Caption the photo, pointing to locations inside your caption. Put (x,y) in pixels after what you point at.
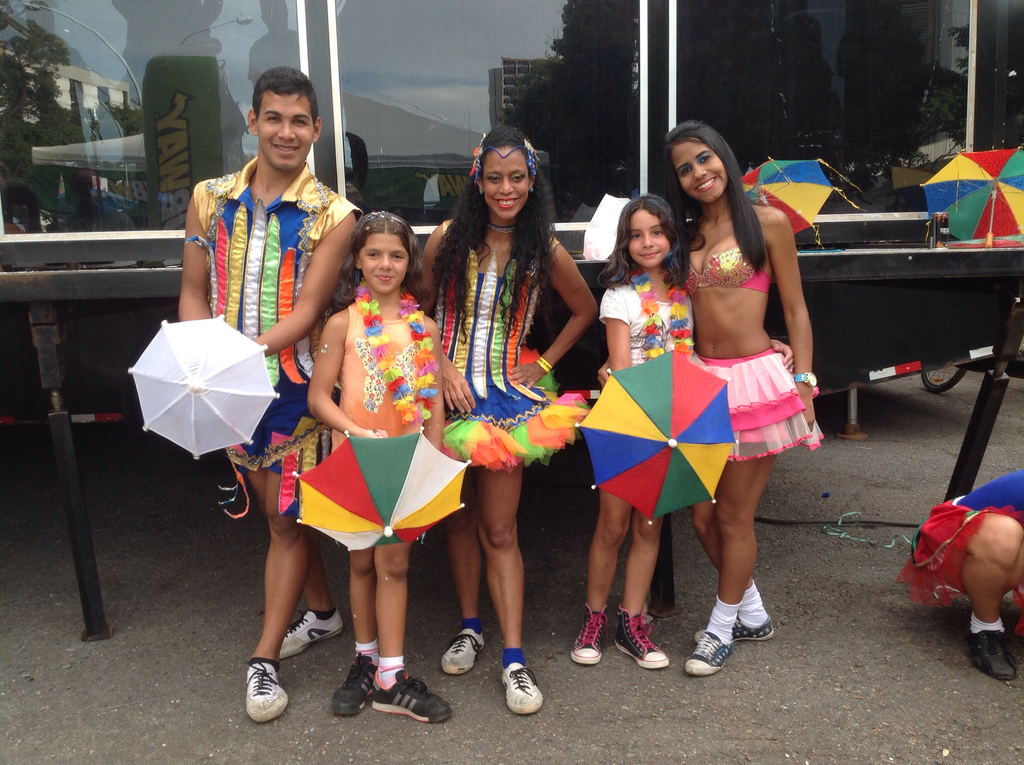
Here people (626,326) are standing, a person (962,551) is sitting here, these are umbrellas (696,482), these is pavement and a building (510,79).
